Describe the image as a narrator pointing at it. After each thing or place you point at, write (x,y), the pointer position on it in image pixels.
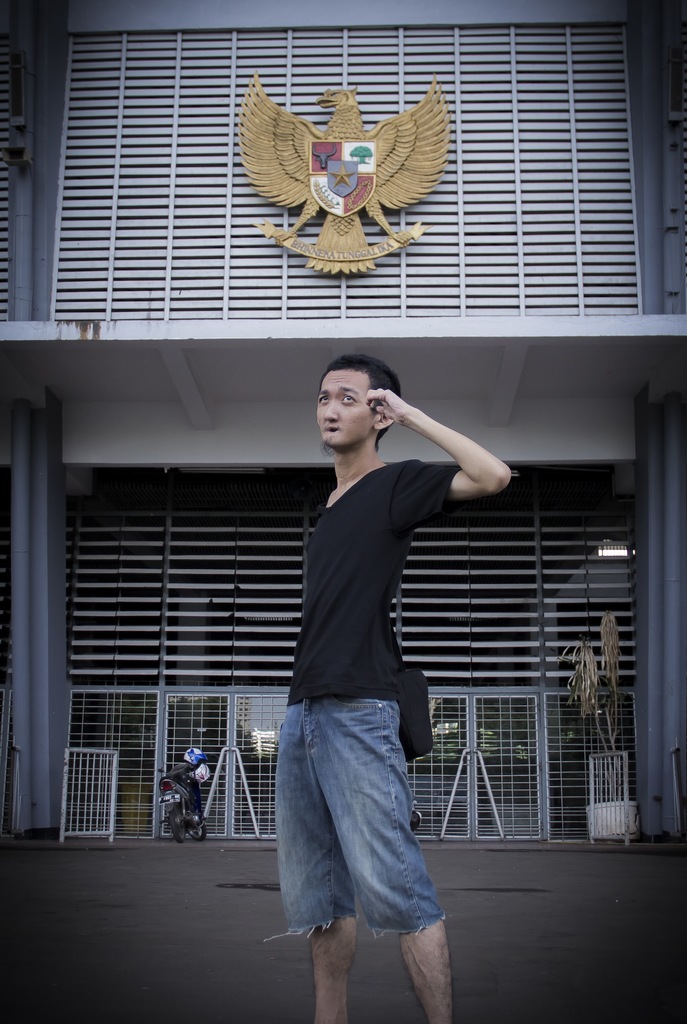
In the center of the picture (351,531) there is a person (354,643) wearing black t-shirt (369,640), he is standing on the road (499,915). In the background (376,327) there are barricades (155,784), motorbike (186,770) and building (478,740).
